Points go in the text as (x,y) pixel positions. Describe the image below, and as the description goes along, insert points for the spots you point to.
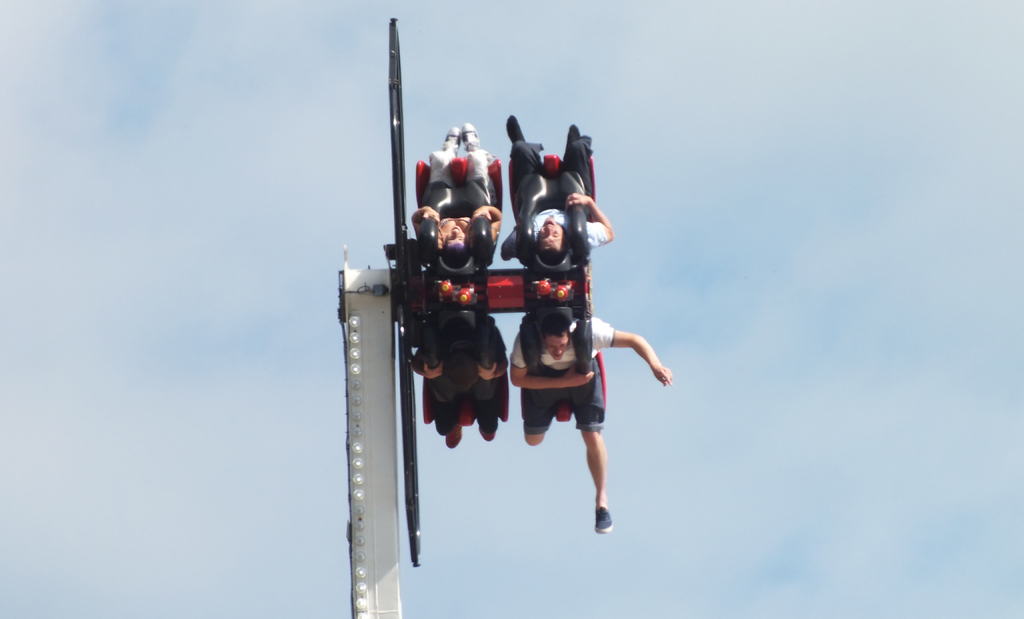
4 Persons (581,404) are sitting on this. This is the sky (657,283).
